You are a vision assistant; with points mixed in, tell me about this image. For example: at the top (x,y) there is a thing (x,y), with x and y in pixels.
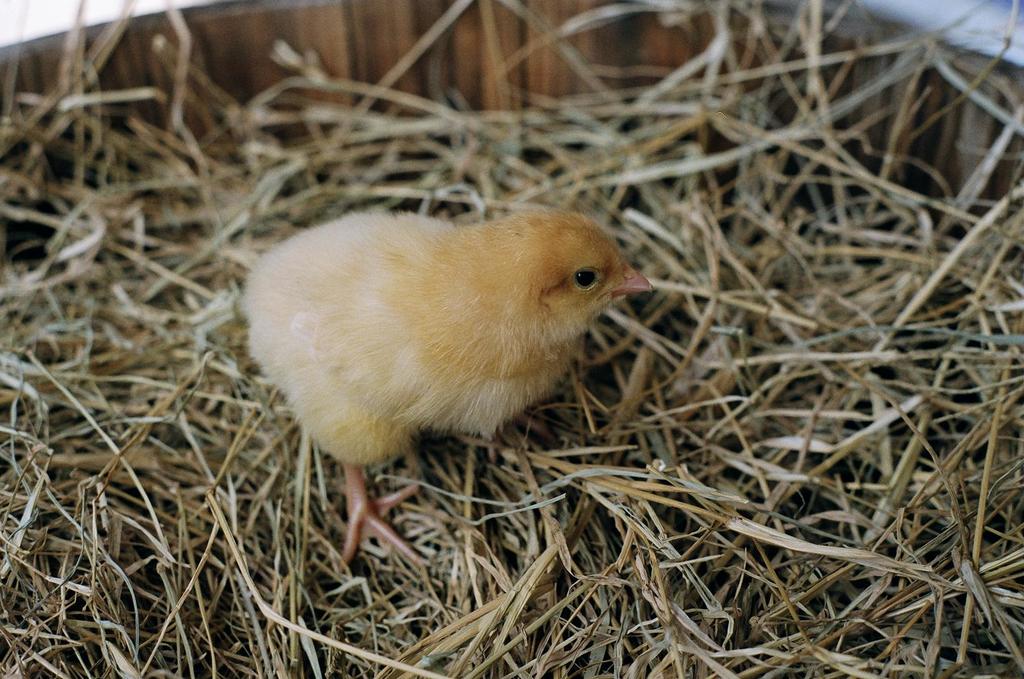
Here we can see a chicken (446,342) standing on the grass (121,318) in the background (131,67) we can see a wooden object (451,54).
